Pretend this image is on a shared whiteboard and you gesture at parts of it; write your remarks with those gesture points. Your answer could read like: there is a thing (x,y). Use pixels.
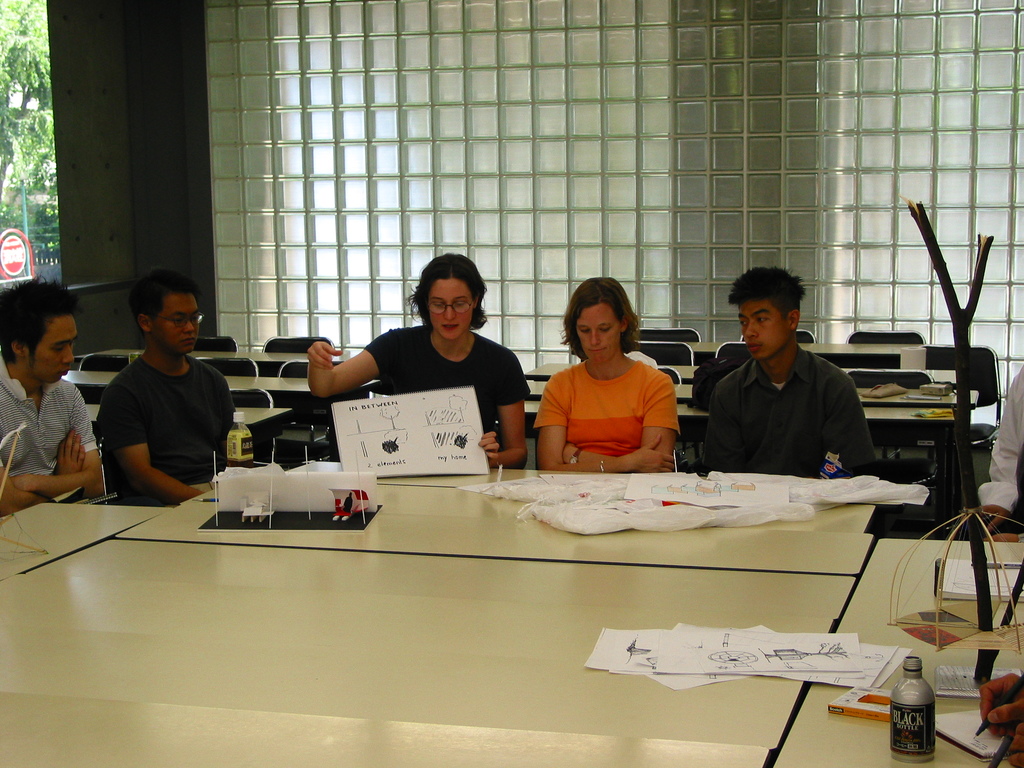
As we can see in the image there are few people (792,410) sitting on chairs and a table (448,561). On table (381,485) there is a poster (397,432), papers (676,474), bottle (910,746) and covers (676,515).
